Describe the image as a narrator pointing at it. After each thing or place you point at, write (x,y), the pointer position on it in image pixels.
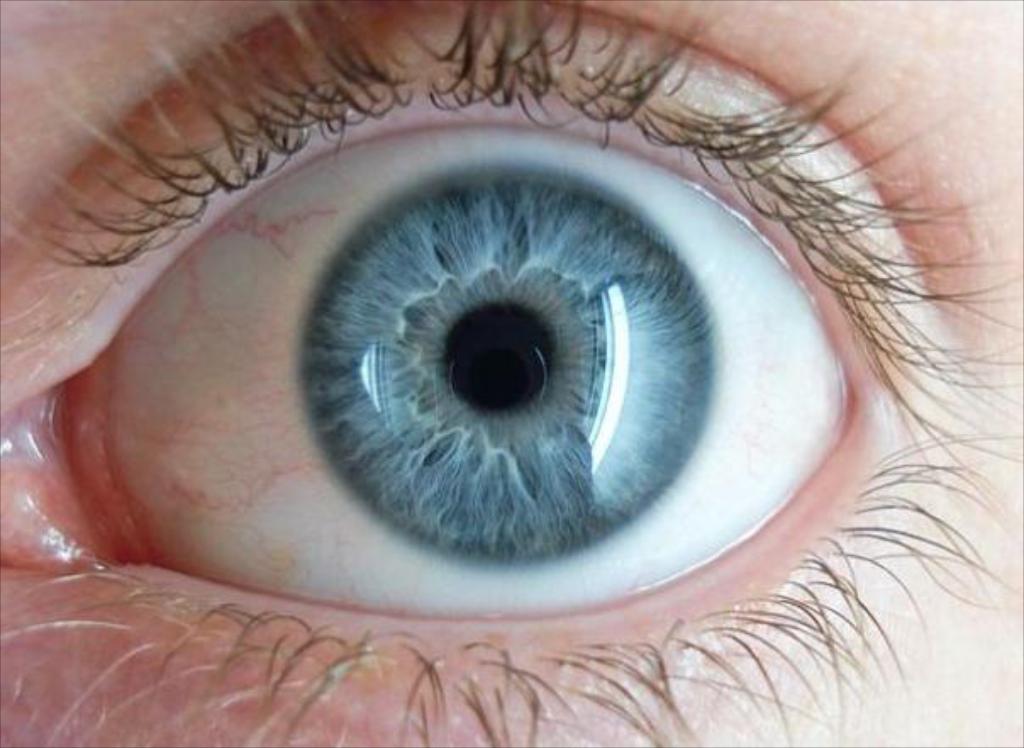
In this picture we can see an eye (597,397) and eyelashes (134,156) of a human (805,538).
